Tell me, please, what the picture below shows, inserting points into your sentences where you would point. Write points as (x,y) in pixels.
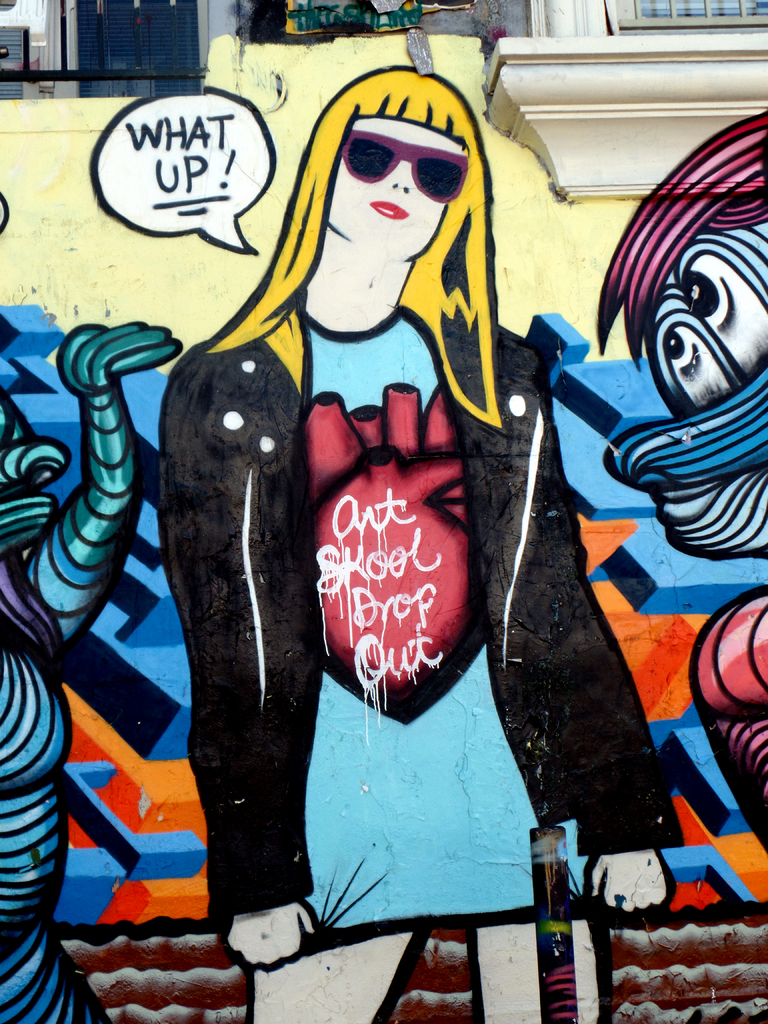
In this image I can see a cartoon person (408,697) wearing black and blue dress (310,671). Background (145,629) I can see colorful wall (581,197) and two windows (619,22).
